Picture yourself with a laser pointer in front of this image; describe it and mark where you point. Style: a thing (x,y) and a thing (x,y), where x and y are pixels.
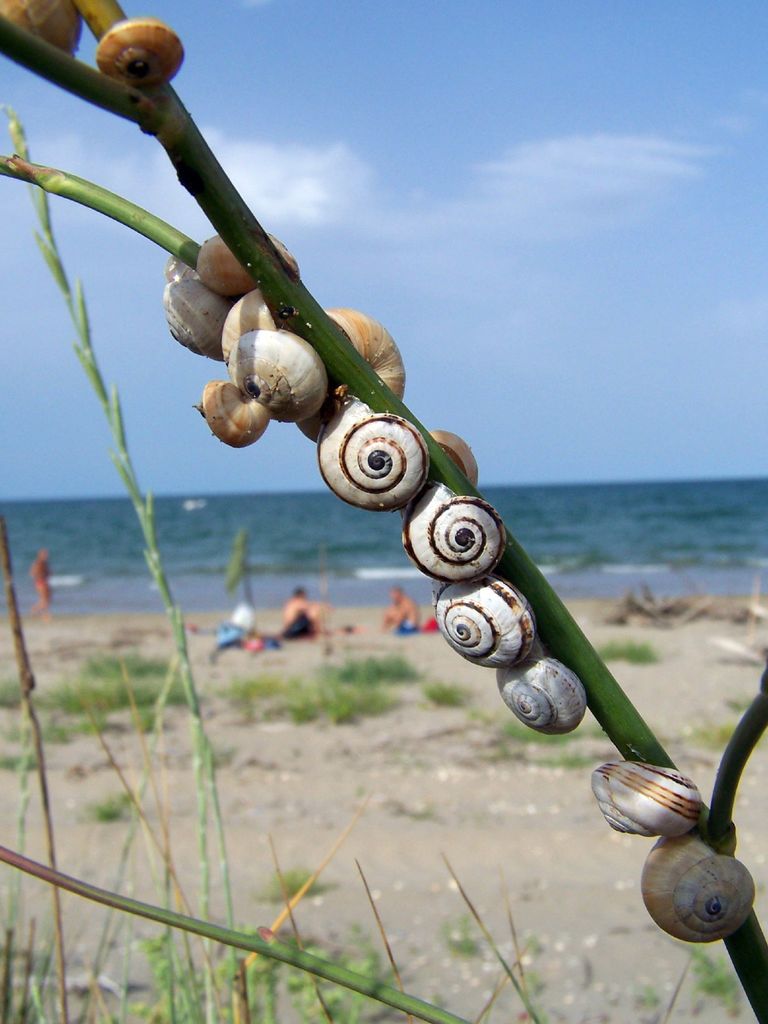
This picture shows about many brown and white color snails (409,480) sitting on the plant branch (749,927). Behind we can see the seaside ground (199,681) and two person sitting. In the background (621,530) we can see clear blue sea water (338,524).
